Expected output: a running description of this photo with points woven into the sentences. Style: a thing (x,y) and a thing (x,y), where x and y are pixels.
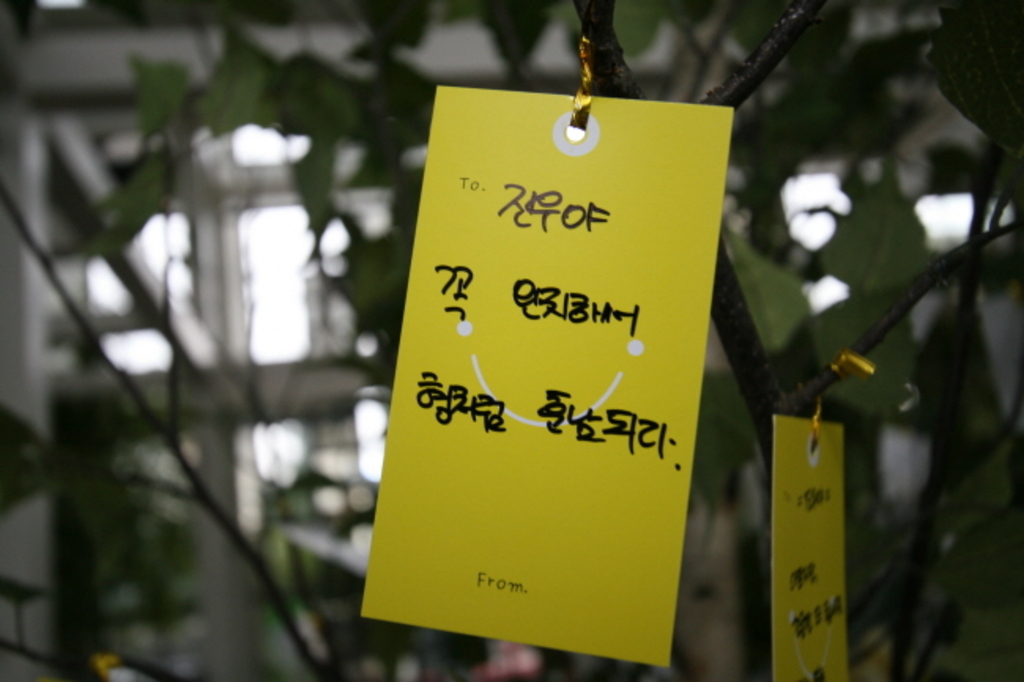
In this image, we can see a yellow color paper (603,616), in the background (969,254) there is a tree (825,269).
